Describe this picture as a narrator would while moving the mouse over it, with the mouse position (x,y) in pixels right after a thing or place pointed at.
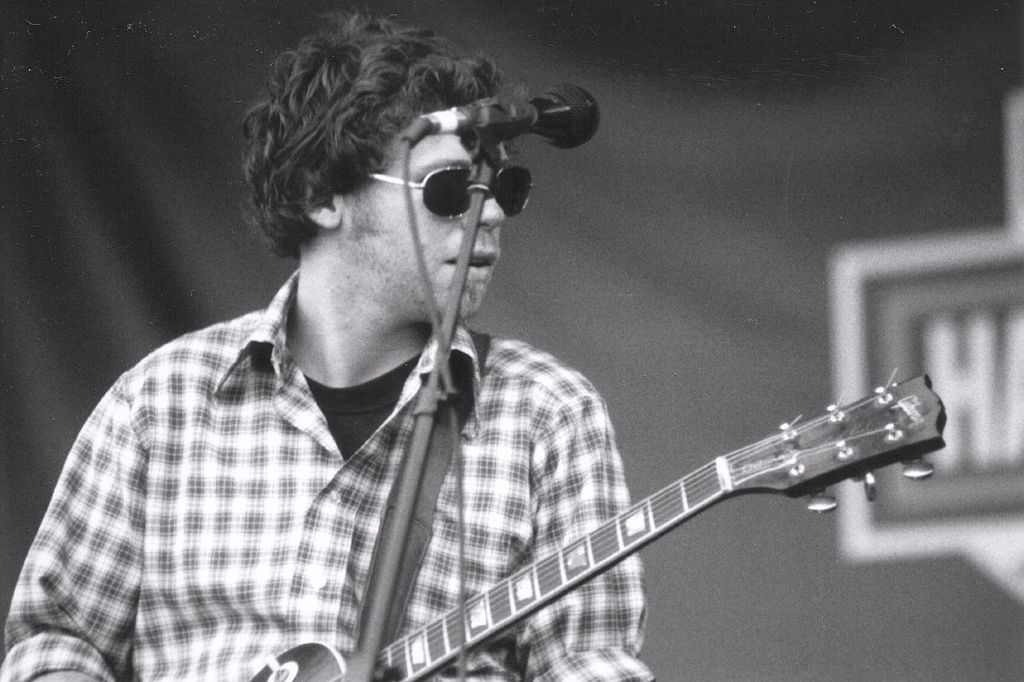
In this picture there is a man (547,496) holding a guitar (697,510). There is a mic (569,136).
